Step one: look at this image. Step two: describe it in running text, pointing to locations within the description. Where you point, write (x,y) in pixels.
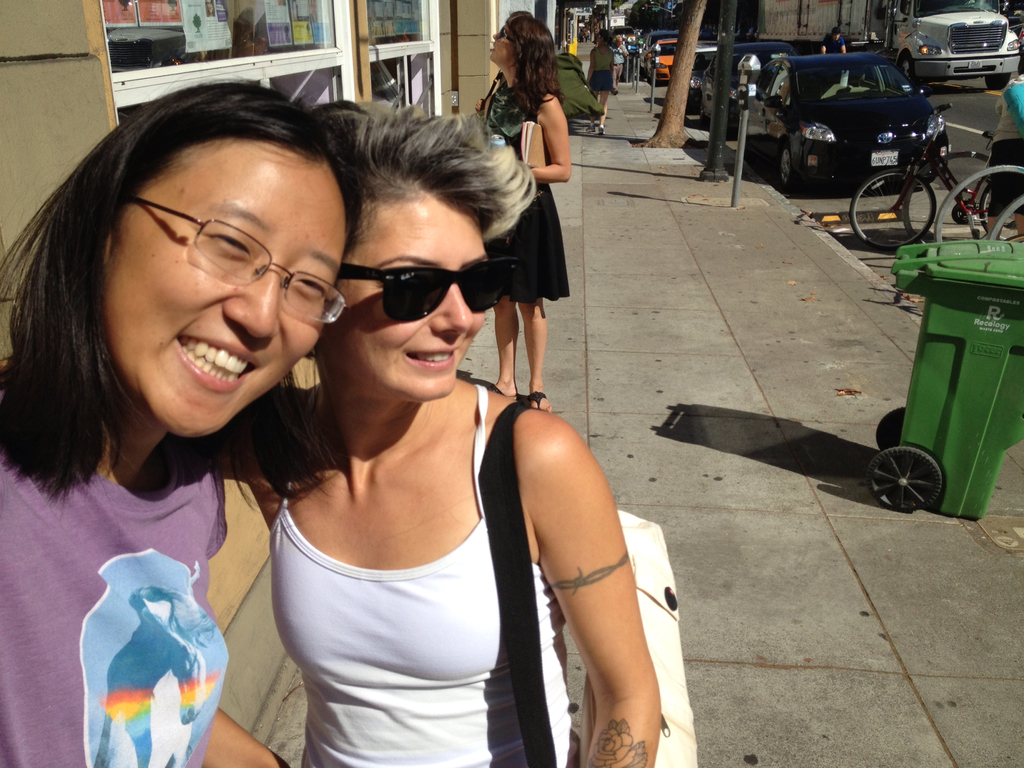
In this image there are a few people (471,392) standing with a smile on their face (245,395), behind them there are few vehicles (770,132) on the road (939,223), in front of them there are bicycles (901,213) and a dustbin (921,358). In the background (50,166) there are buildings (33,177) and trees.
